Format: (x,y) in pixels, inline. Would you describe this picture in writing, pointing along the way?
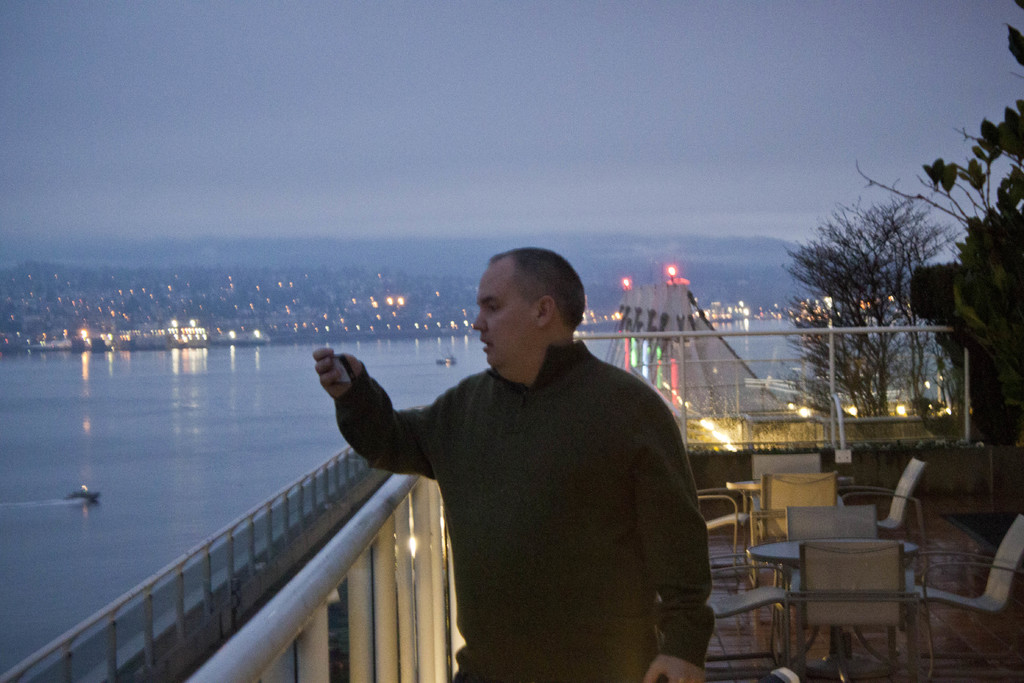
He is standing. we can see in the background (713,92) there is a beautiful tree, lighting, sea (37,439) and sky (650,126).
